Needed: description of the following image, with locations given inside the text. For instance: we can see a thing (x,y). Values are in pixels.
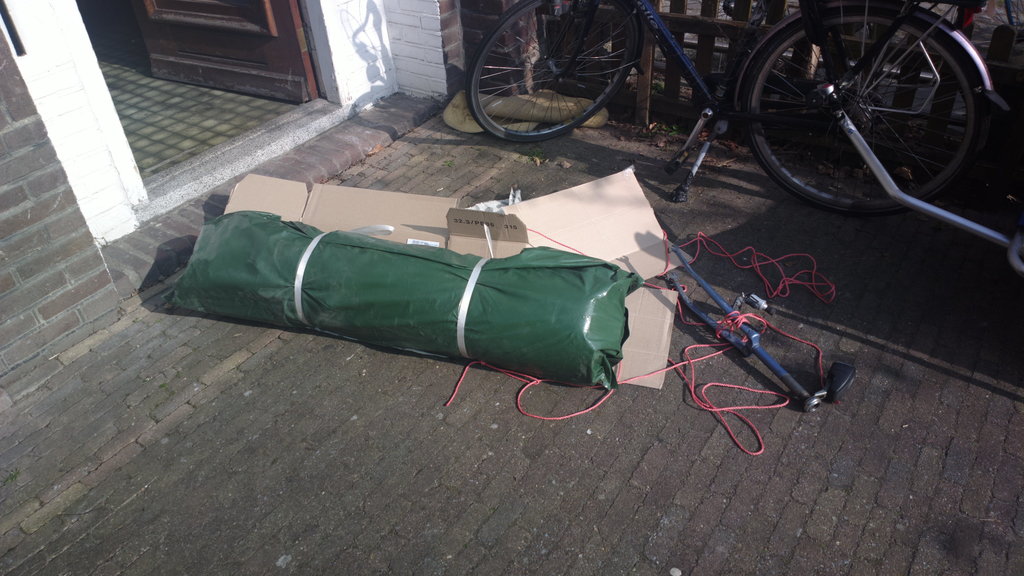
In this image we can see a cover (380,275), cardboards (631,261) and an object (769,359) placed on the floor (534,471). We can see a bicycle (749,74) and there is a fence (697,48). On the left (72,124) there is a door (269,16) and a wall (112,165).
